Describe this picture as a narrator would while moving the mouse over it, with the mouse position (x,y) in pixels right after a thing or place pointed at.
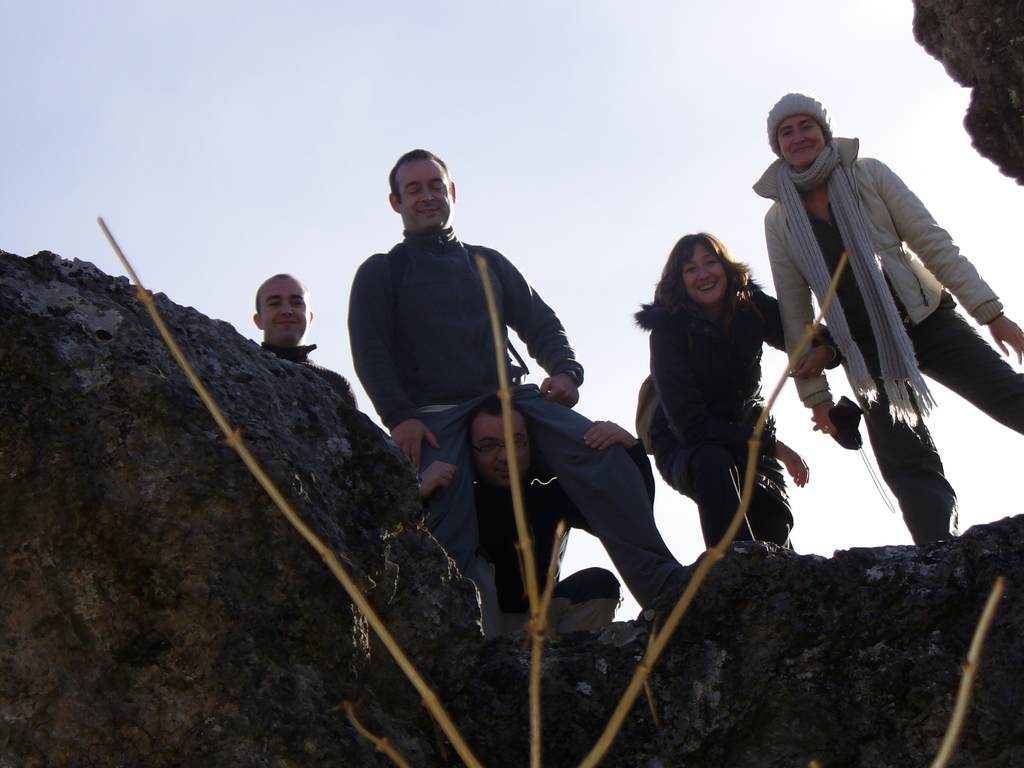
In the picture I can see rocks (231,674), a person (484,532) carrying another person (456,247), two women (923,512) standing on the right side of the image (796,265) and another person (283,358) standing on the left side of the image (283,358). In the background (16,160), I can see the plain sky (363,226).
